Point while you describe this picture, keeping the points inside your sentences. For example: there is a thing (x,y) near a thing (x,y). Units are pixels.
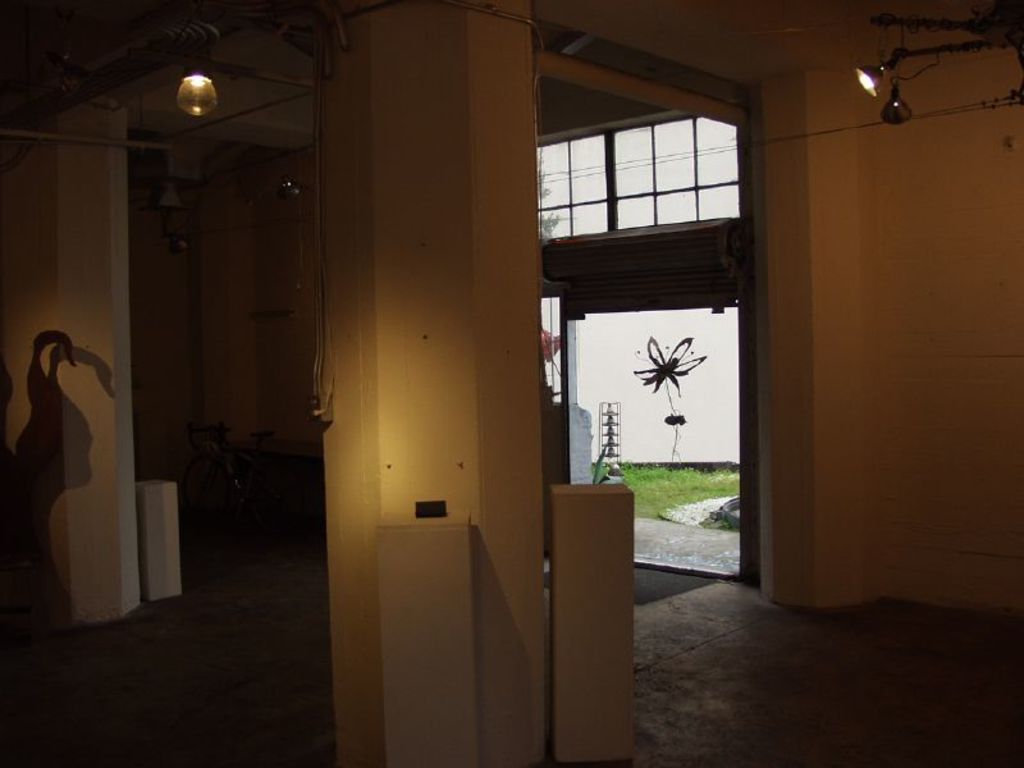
In this image we can see the inner view of a building (373,483). In the building (354,441) there are pipelines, bicycle (215,448) and electric lights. Outside the building (729,269) we can see plants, grass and cables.
